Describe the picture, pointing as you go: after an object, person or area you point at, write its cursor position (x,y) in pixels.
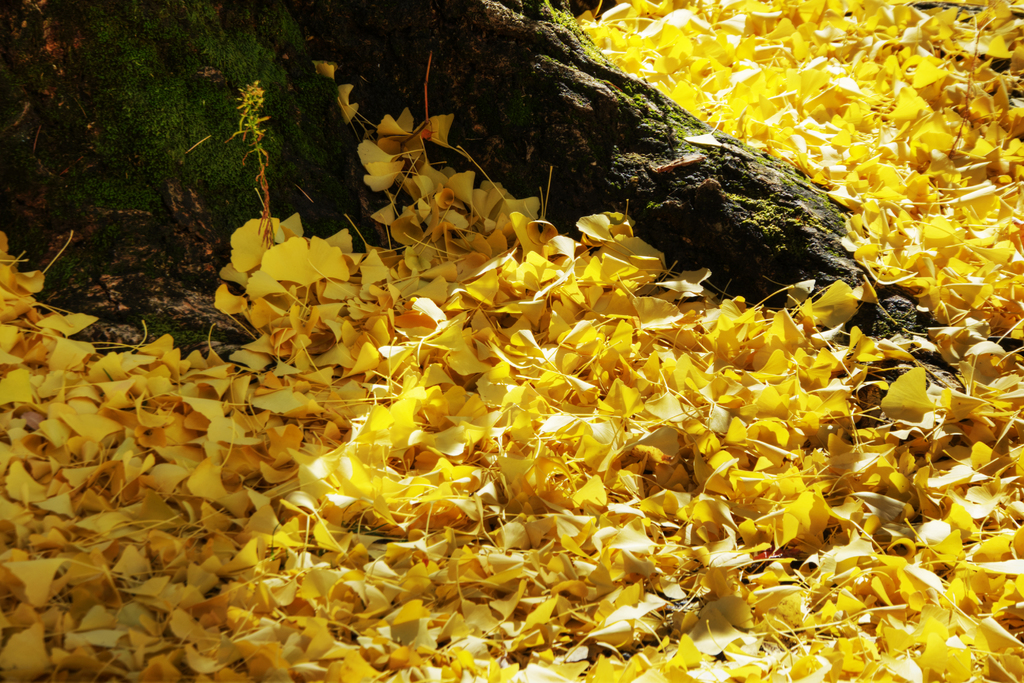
There are yellow leaves (599,418) on the ground (388,385) and there is a tree trunk (321,168) at the left (191,95).
